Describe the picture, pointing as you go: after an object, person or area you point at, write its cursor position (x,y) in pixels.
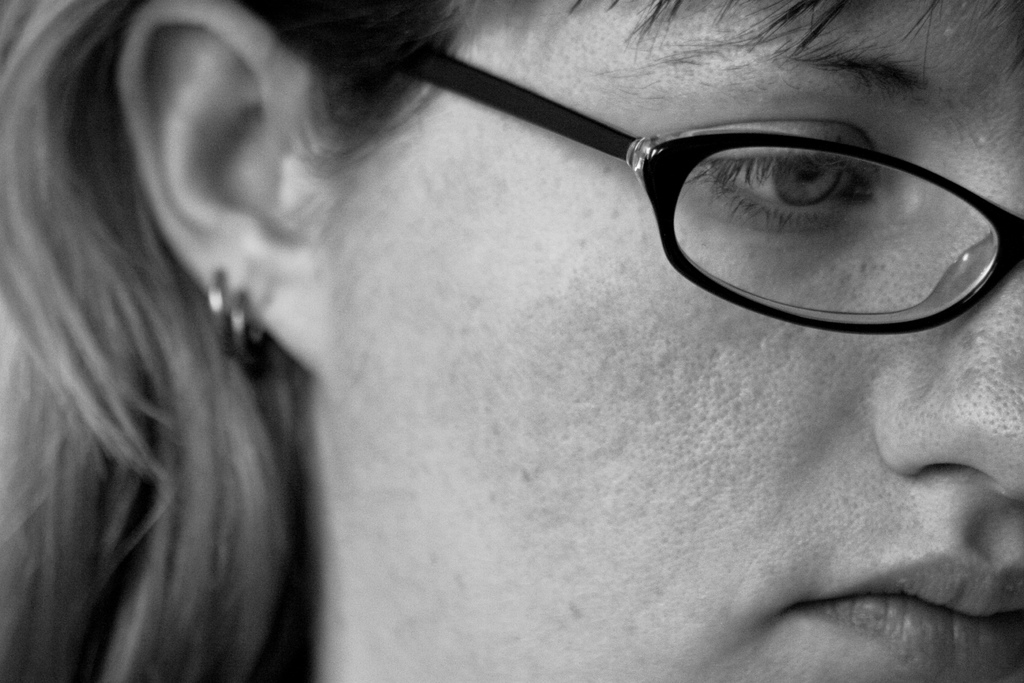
In this picture we can see face (440,396) of a woman (460,400) who is wearing spectacles (588,130).
